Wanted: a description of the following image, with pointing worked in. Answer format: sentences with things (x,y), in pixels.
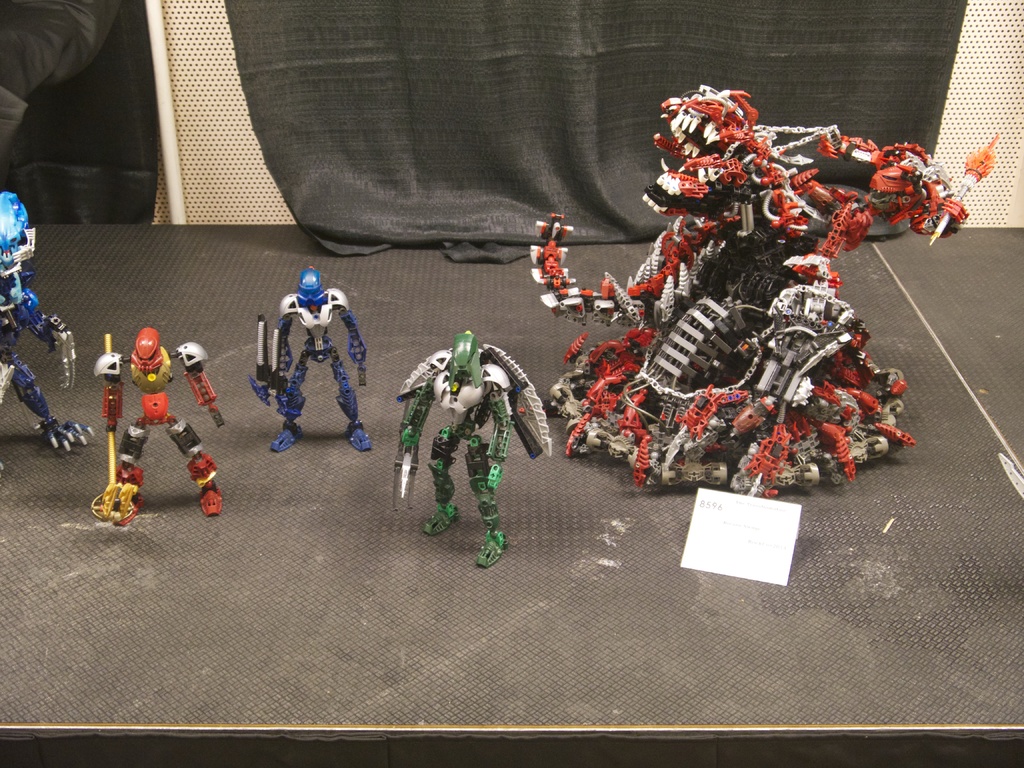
In this image we can see toy robots (668,323) on a platform (563,716). There is a paper (751,553). In the background (600,151) we can see a cloth (568,72).
